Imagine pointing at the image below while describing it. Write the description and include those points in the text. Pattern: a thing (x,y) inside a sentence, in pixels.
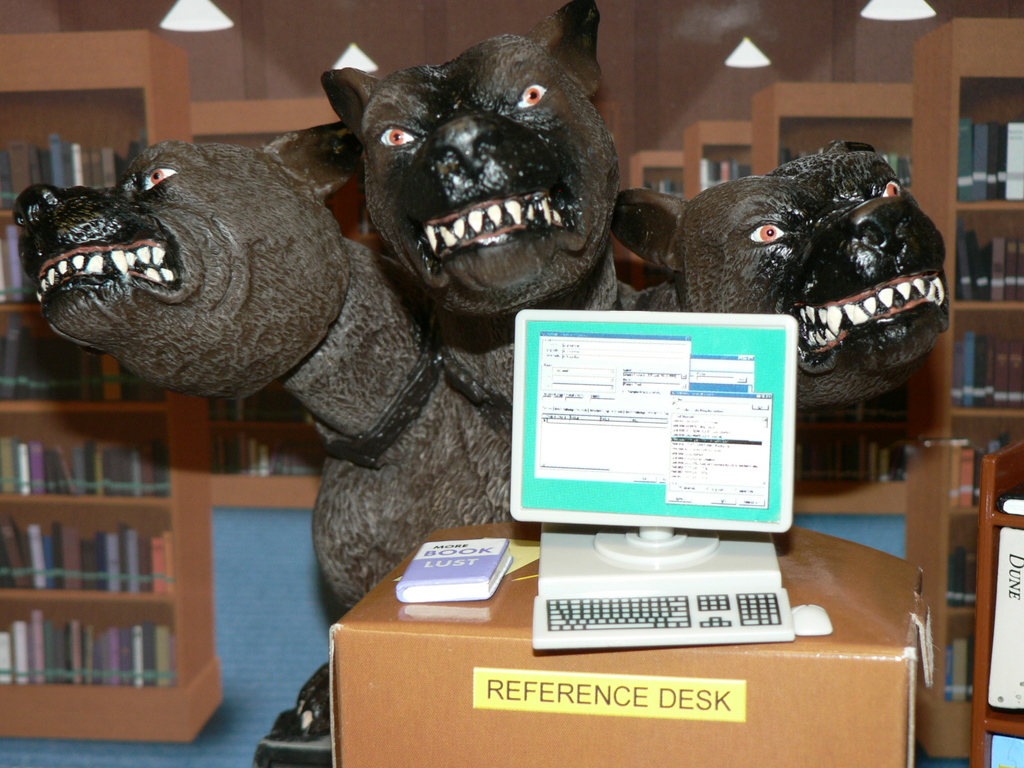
In this picture there are three dog face sculpture (524,285). In the front (630,609) we can see a miniature computer toy (729,577) placed on the brown carton box (660,698). Behind there is a wooden shelves (919,194) with full of books (969,392).
